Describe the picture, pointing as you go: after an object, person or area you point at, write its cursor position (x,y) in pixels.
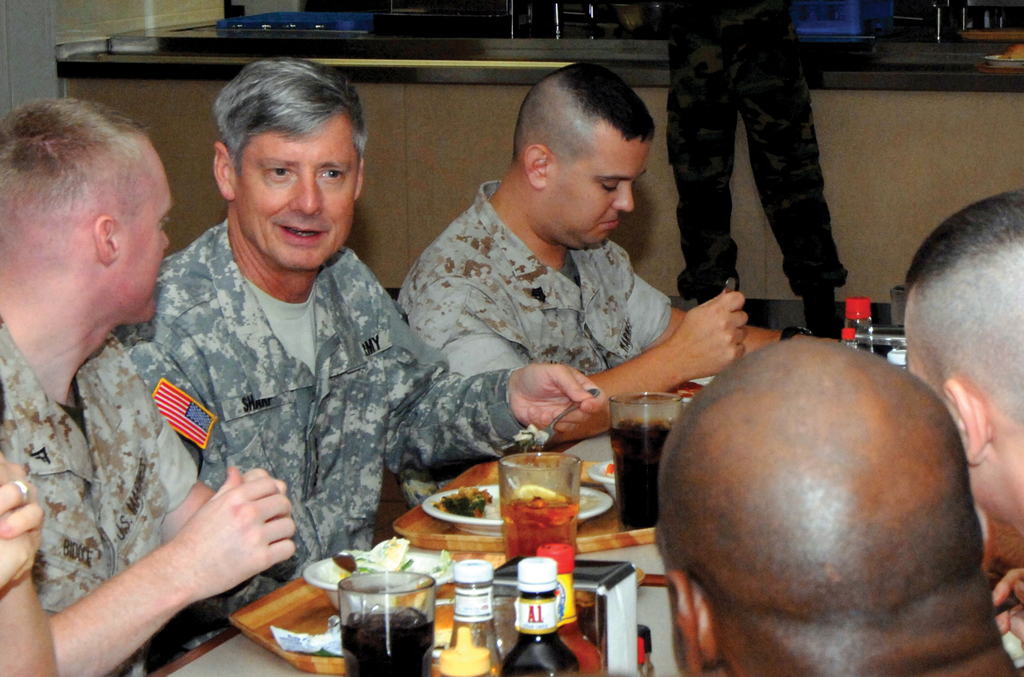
In this picture I can see few people (959,496) seated and a man (722,216) standing and I can see few bottles (466,641), glasses (418,594) and few plates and bowls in the trays (605,534) with some food (366,565) and couple of them holding forks (725,292) in their hands (692,344) and I can see a bowl (325,575) on the table (257,667) and I can see a counter top (627,37).
